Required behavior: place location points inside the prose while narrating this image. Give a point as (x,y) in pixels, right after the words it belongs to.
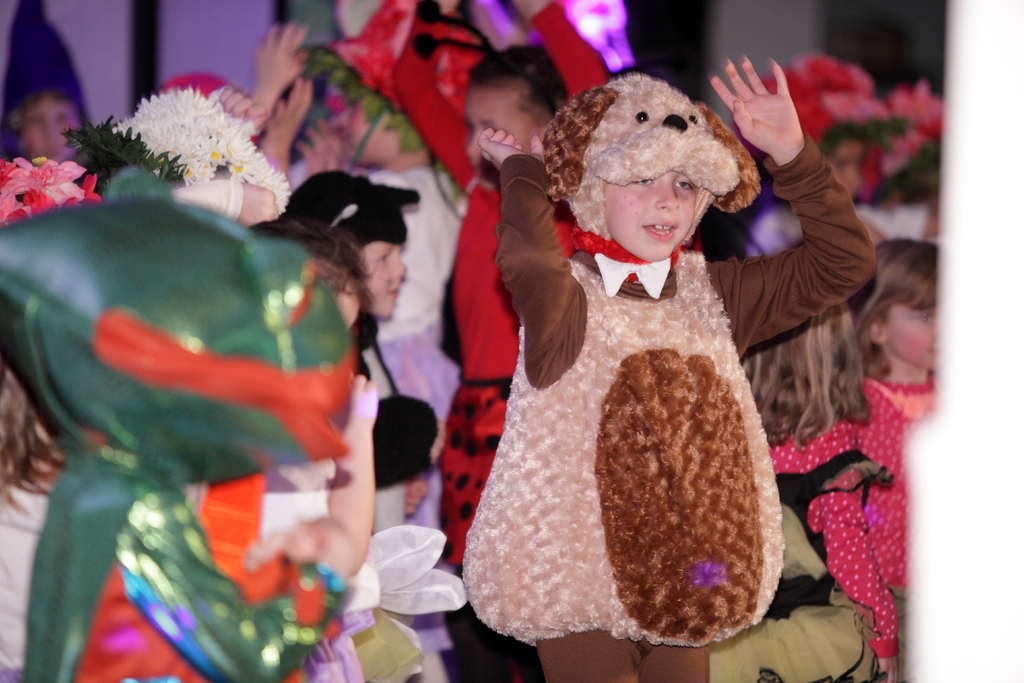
In the picture we can see some group of kids (359,413) wearing different costumes (213,333) and standing.
